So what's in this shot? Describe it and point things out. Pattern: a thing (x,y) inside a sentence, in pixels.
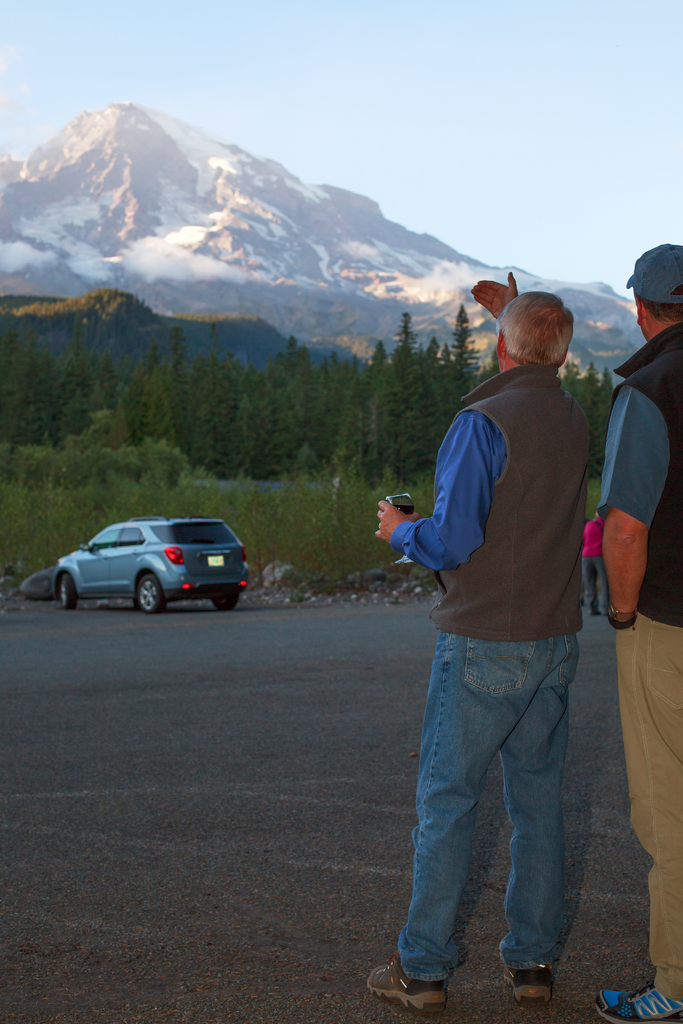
In this image we can see people (444,895). The man (444,895) standing in the center (448,568) is holding a glass (412,560). On the left (221,605) there is a car (70,593) on the road (97,614). In the background (181,476) there are trees (105,305), hills (360,225) and sky (468,152).
